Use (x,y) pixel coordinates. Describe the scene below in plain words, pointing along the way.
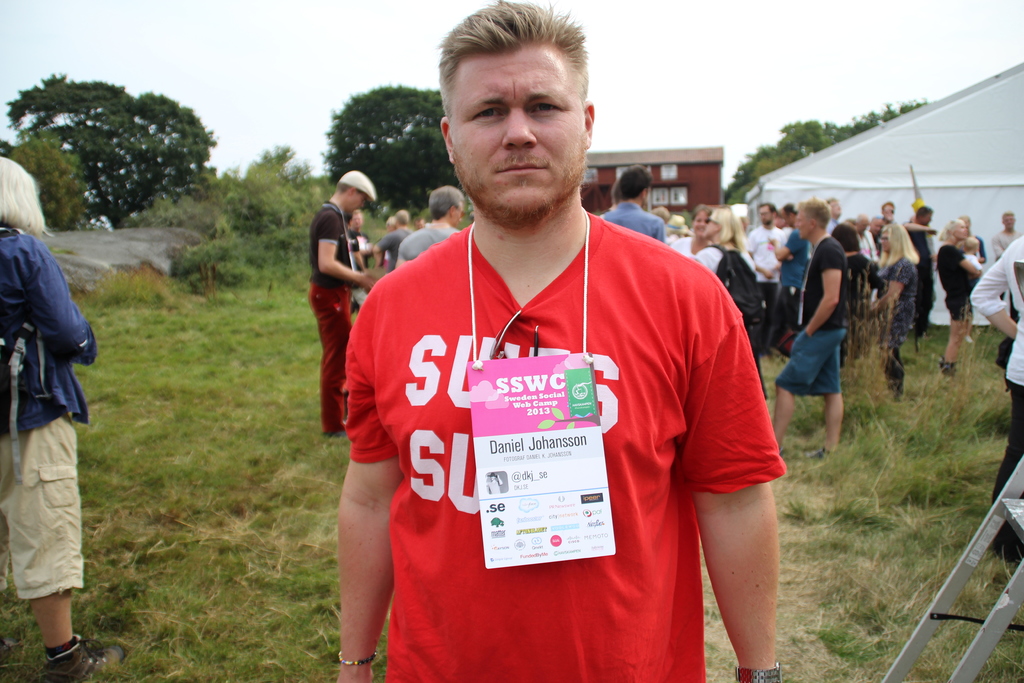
In this image I can see the grass (185,529). I can see some people (560,323). On the right side (890,191), I can see a tent (909,194). In the background (674,196), I can see a building (682,181) and the trees (191,158). I can see the sky (249,53).
